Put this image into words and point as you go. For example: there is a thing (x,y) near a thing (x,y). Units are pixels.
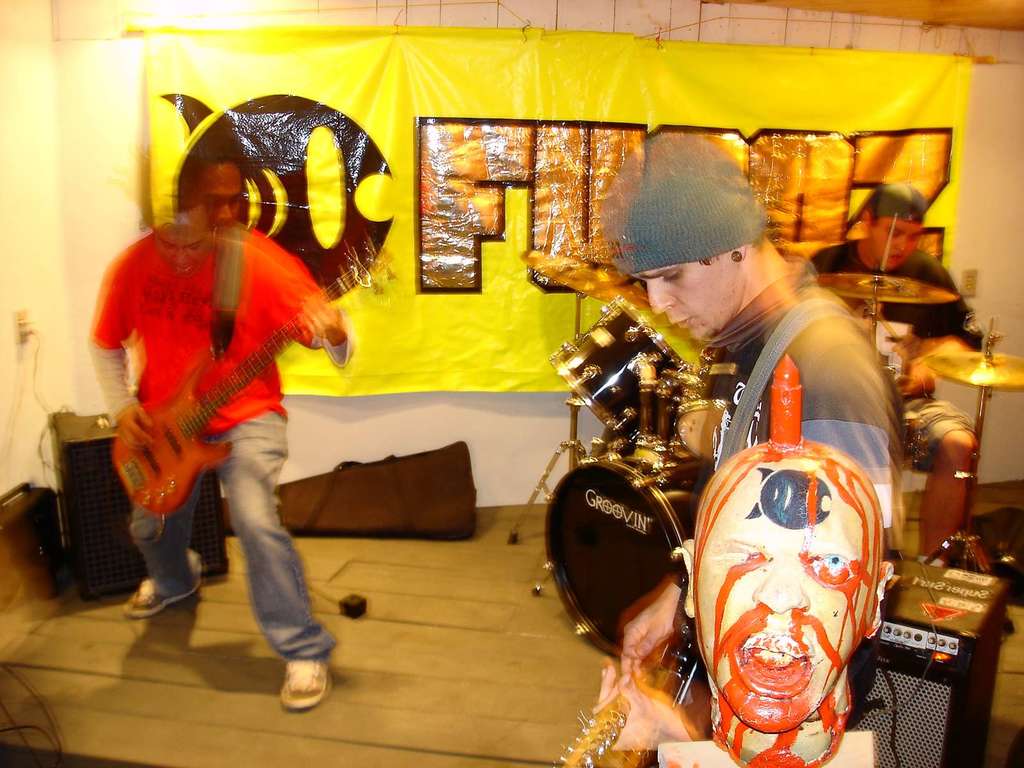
In this image we can see these people (947,272) are performing different kind of instrument (566,511).
